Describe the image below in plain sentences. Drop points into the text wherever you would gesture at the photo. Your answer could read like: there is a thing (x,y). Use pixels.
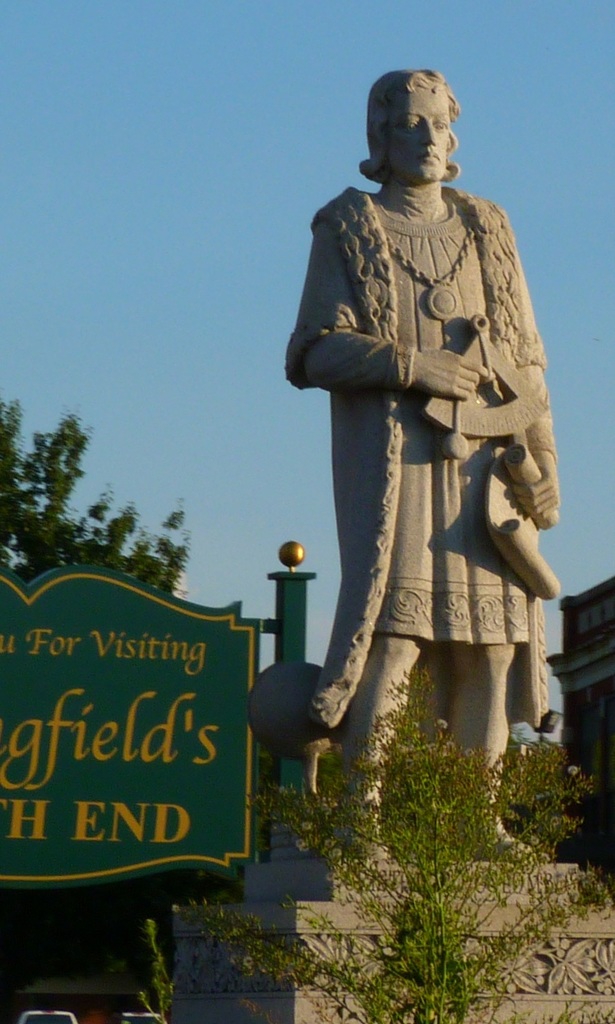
On the left side (90,782), there is a green color hoarding (116,690) attached to a pole (282,586). On the right side (489,295), there is a statue (489,285) on a slab (257,892). Beside this slab (289,844), there is a plant (438,959). in the background (576,694), there is a building (592,680), there is a tree (150,570) and there is a blue sky (216,108).
